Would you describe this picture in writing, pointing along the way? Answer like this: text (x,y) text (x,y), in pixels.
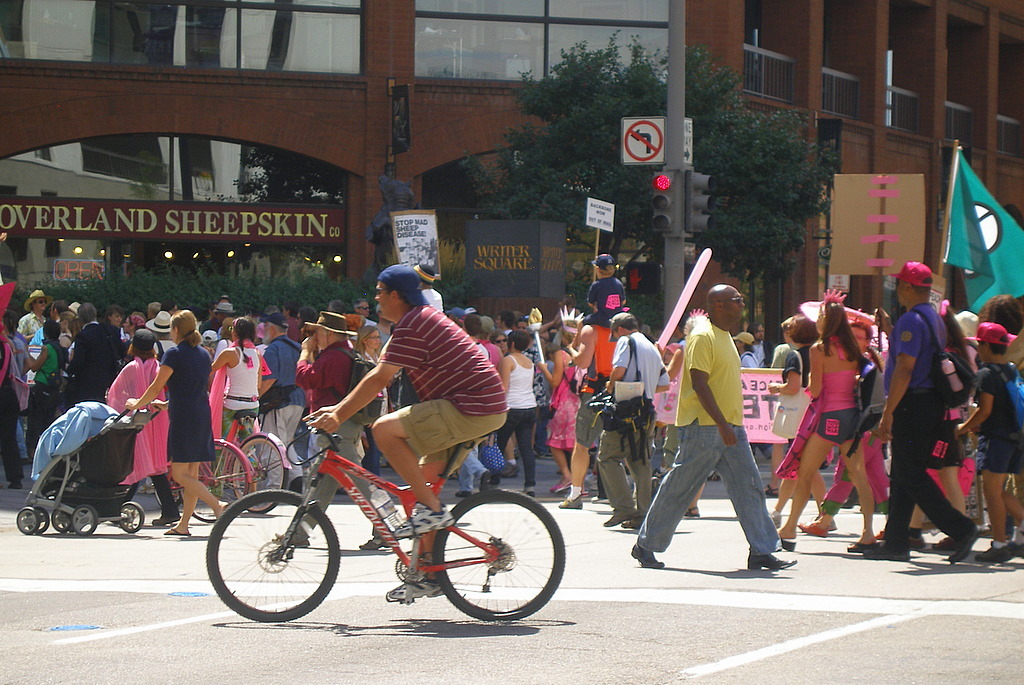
In this image there is a person (440,409) in the center (427,361) riding a bicycle (482,601) on a road (371,618). He is wearing a red t shirt (433,323) and cream shorts (421,412). In the background (229,269) there are group of people (543,336), signal light (667,178), building (245,191), flag (953,224) and board (856,234).
